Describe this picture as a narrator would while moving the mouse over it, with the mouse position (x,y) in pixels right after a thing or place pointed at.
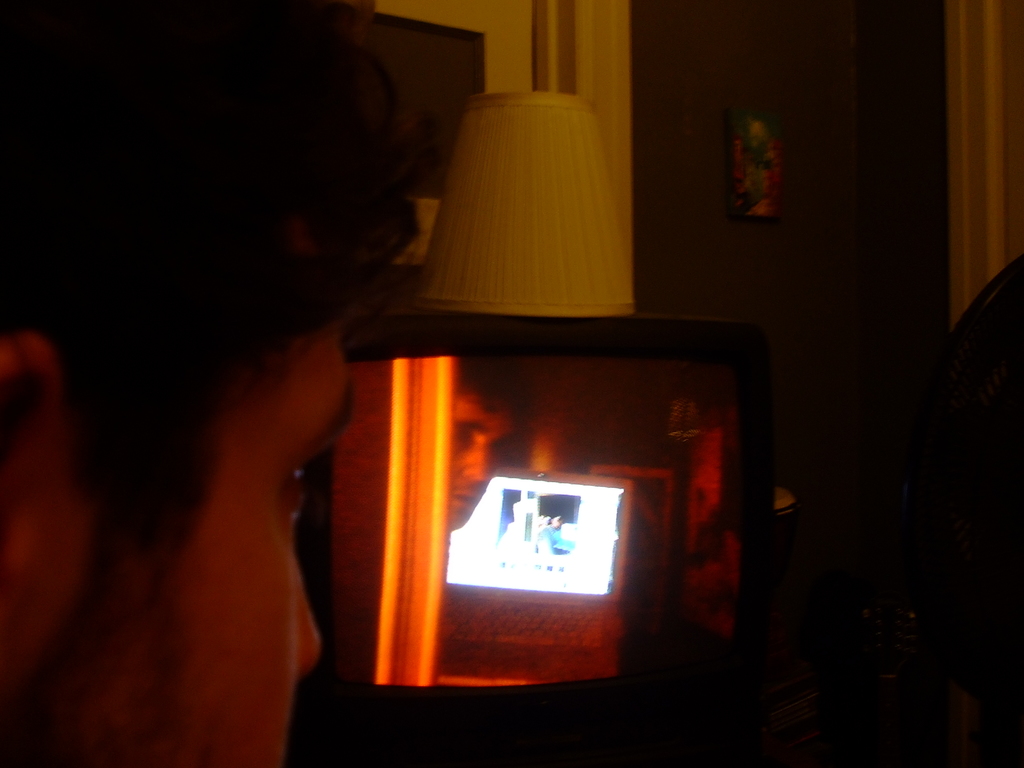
In this image I can see a person head (463,462), laptop (535,553) on the screen (553,544). I can see the white color object (570,269) on the television (612,327). Back I can see few objects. In front (157,724) I can see the person face (237,723). The image is dark.
